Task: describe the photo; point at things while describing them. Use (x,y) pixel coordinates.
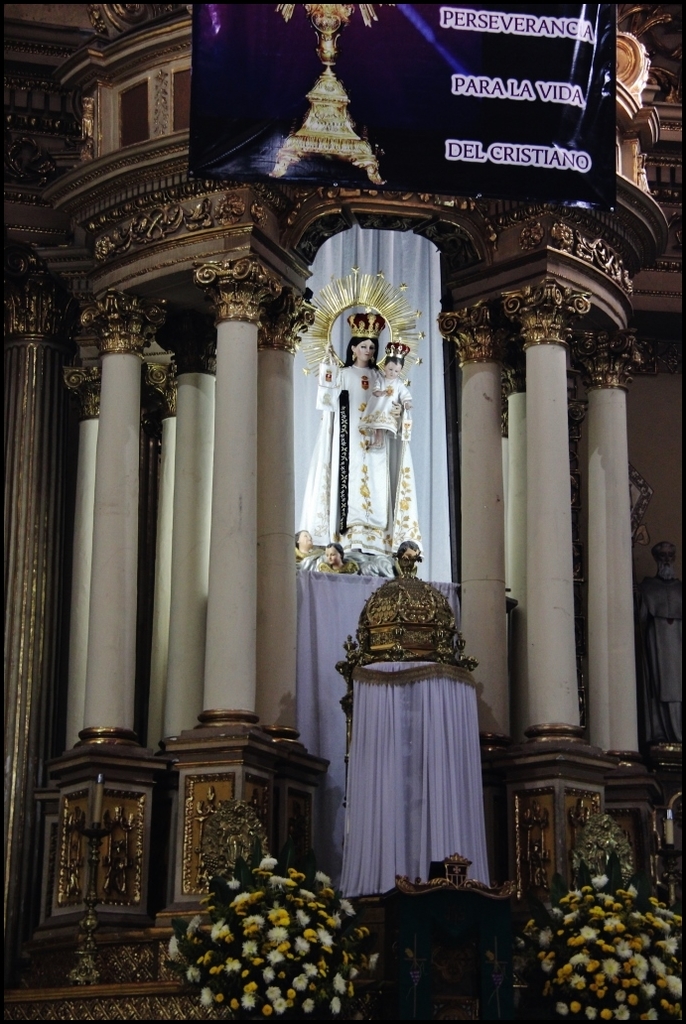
This picture might be taken in a church (450,541), in this picture in the center (342,488) there is one statue (349,381) and some curtains (296,367). On the top of the image (297,69) there is one poster (371,87), and on the right side (646,626) there is one statue (659,592) and in the center (243,489) there are some pillars (234,491). At the bottom (225,937) there are two flower bouquets (650,952).
